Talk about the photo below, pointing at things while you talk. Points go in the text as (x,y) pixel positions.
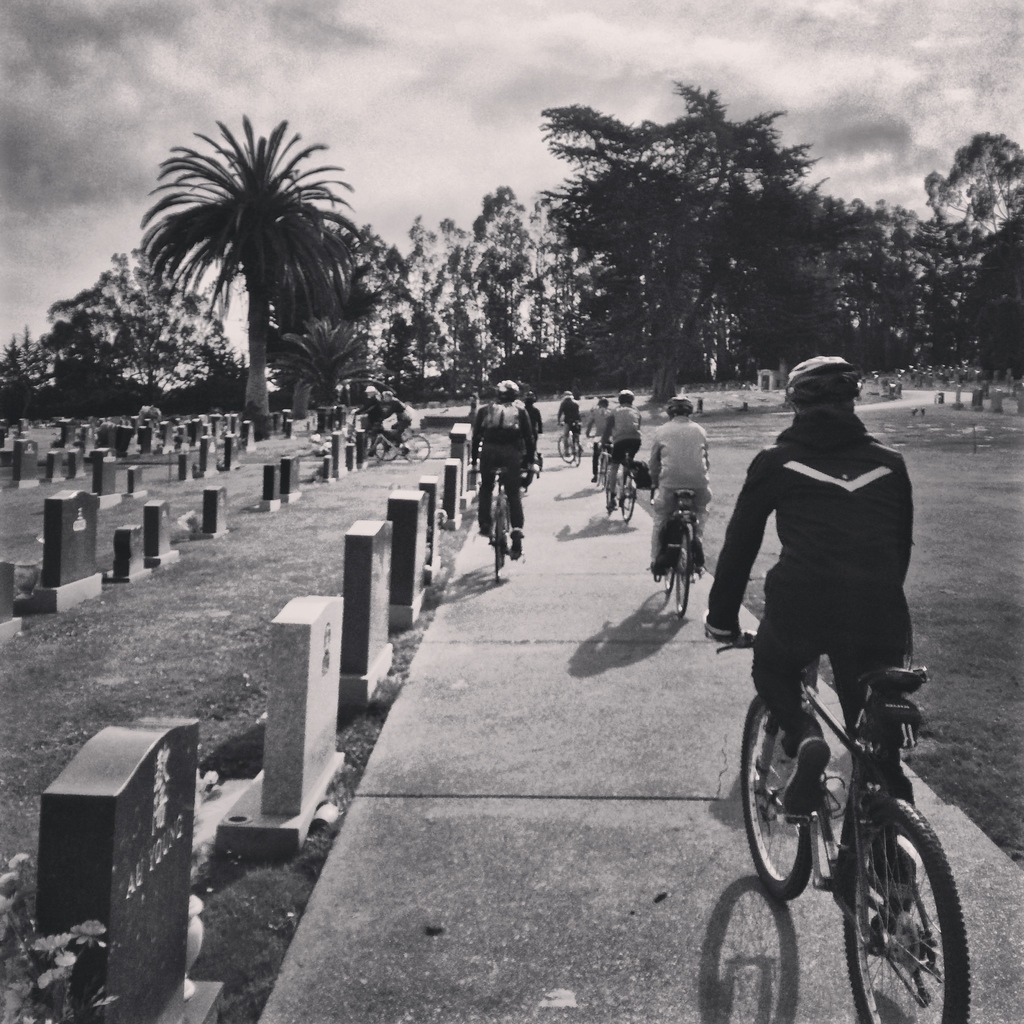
This is the picture of a place where we have some people (810,637) riding their bicycles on the path (591,548) and some trees (246,403) and plants (242,389).
